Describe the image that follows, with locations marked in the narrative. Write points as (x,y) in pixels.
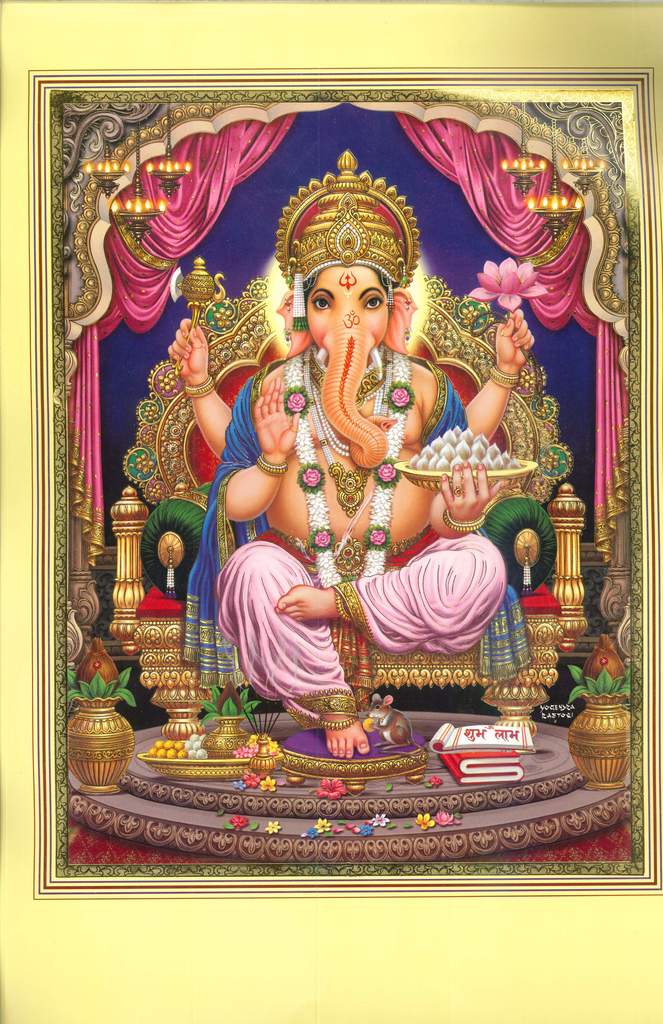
In this image I can see the cream colored surface (270,62) and a photograph (557,826) attached to it. In the photograph (220,249) I can see few lanterns (160,202), the pink colored curtains (489,184), a throne (161,410) which is gold in color and a person (399,546) sitting on the throne (395,677). I can see a plate (202,775), a book (465,785) and few flowers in front of him.
